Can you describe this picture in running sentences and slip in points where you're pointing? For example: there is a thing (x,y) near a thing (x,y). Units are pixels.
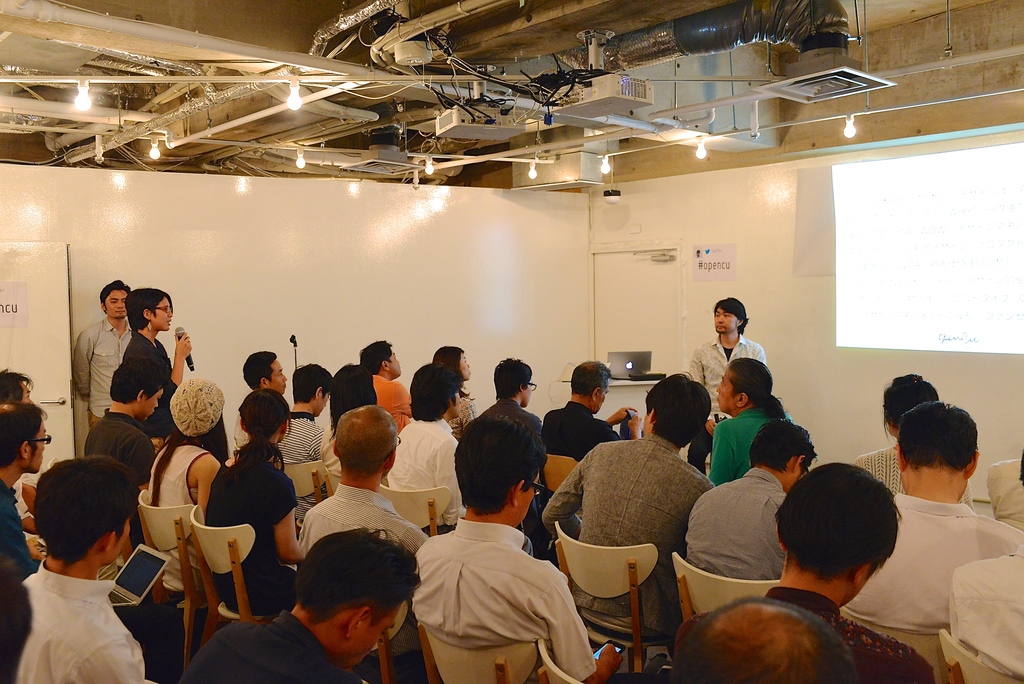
Here people (551,536) are sitting on the chairs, this is laptop (628,365) and a wall (209,359).
